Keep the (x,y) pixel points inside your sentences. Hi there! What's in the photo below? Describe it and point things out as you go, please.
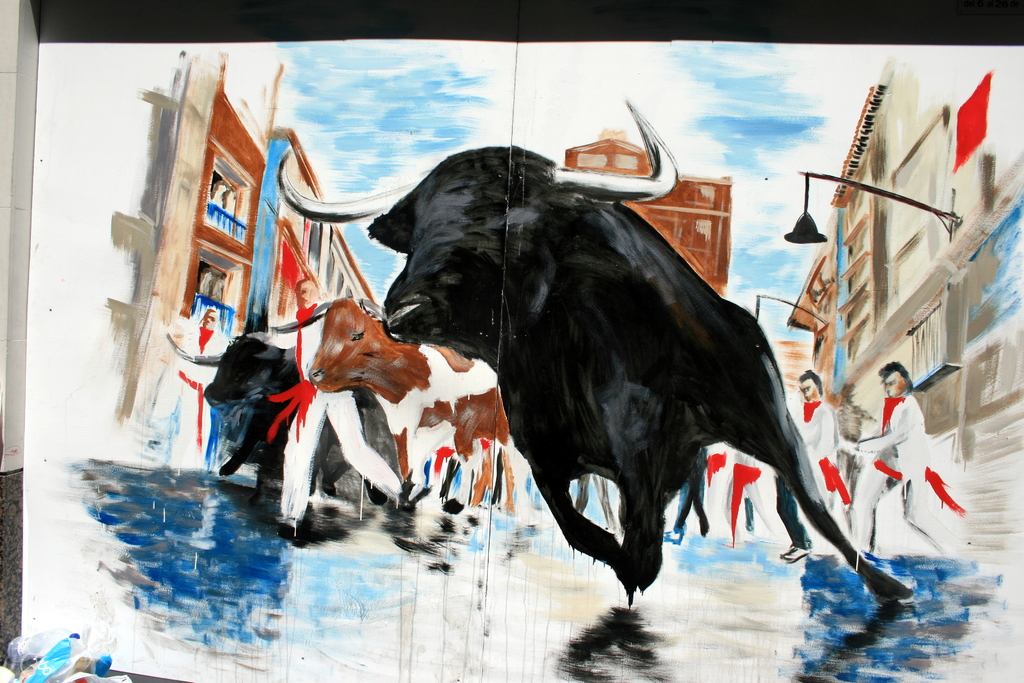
In this image we can see a painting (513,302) of some animals (321,362), persons (180,376), buildings (928,288) and the sky (761,161).
